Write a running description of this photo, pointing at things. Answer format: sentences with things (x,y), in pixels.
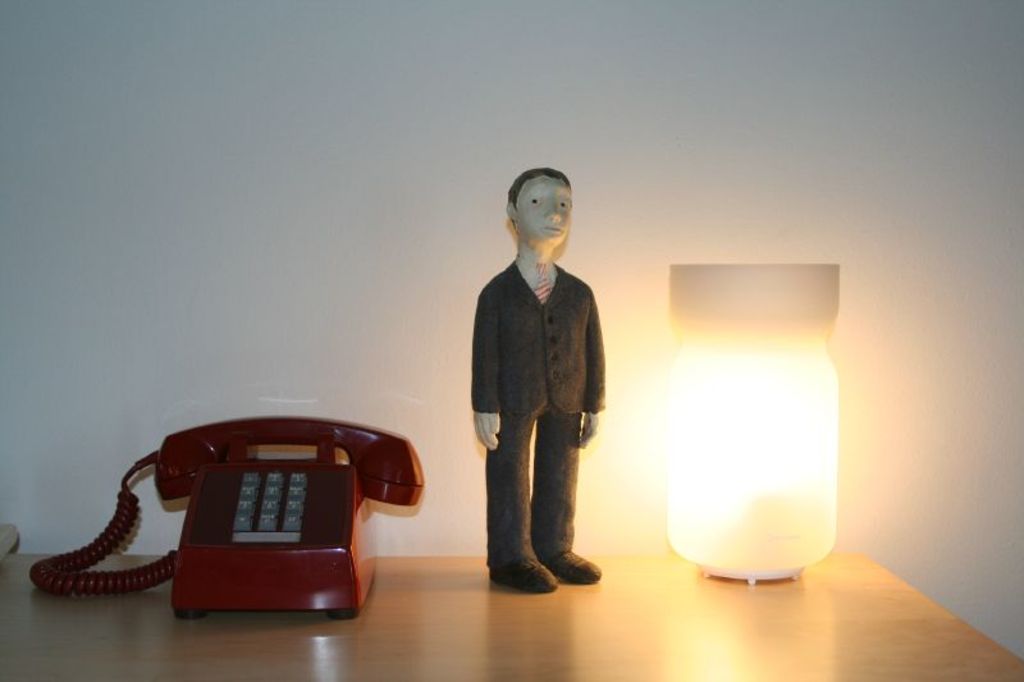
In this picture we can see a telephone (362,553), toy (505,490) and a lamp (744,545) on a wooden object (595,614) and behind telephone (159,462) there's a wall (243,276).
